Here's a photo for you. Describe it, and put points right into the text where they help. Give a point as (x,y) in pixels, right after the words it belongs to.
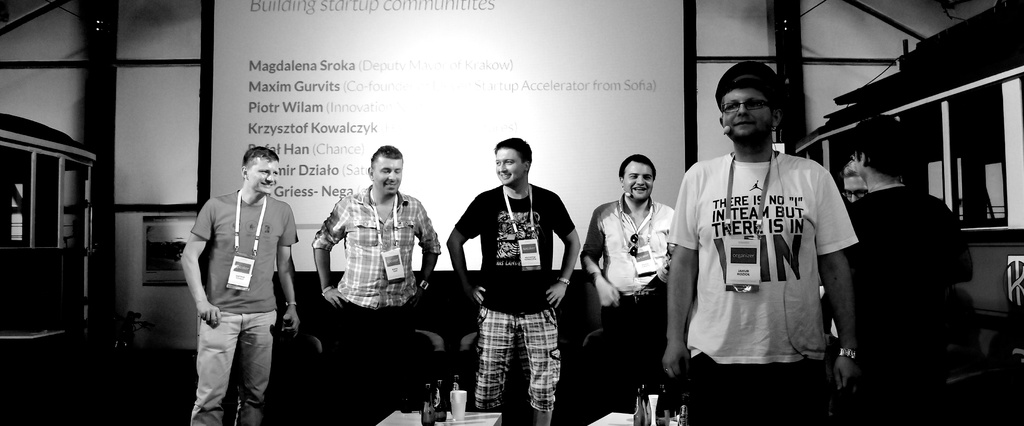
In this image there are a few people (495,293) standing with smile on their face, behind them there are chairs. On the left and right side of the image (1007,249) there are objects (968,220) which are not clear. In the background (497,129) there is a wall (407,129) with some text (362,153).
